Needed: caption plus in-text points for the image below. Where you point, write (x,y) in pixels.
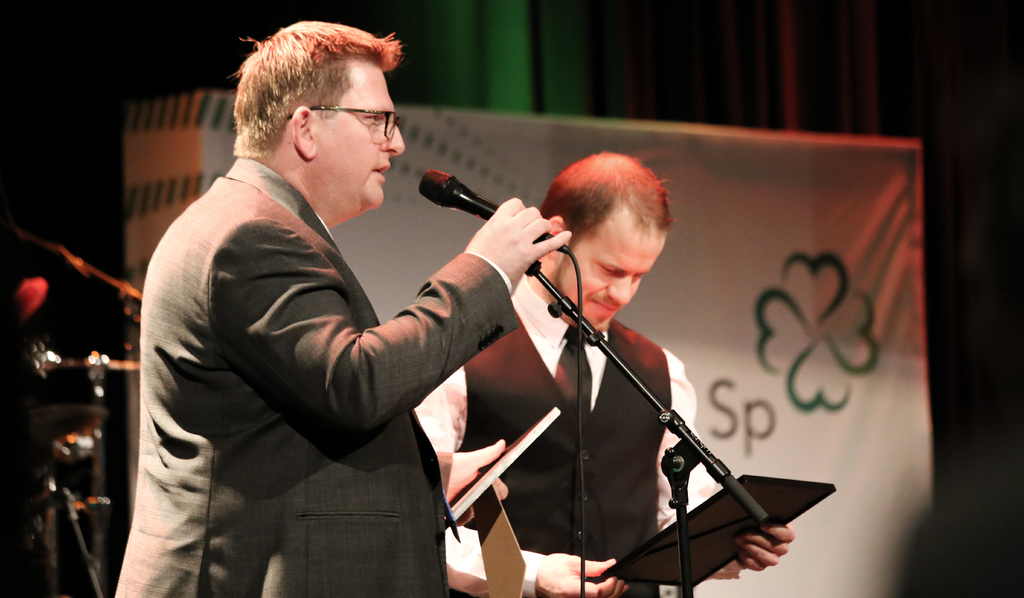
In this image there is a person (325,350) standing and holding a mike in one hand (504,261) and in the other hand (458,482), there is an object (490,523), beside this person (314,432) there is another person (600,412) standing and holding an object (696,518). In the background (401,194) there is a banner (131,305).
